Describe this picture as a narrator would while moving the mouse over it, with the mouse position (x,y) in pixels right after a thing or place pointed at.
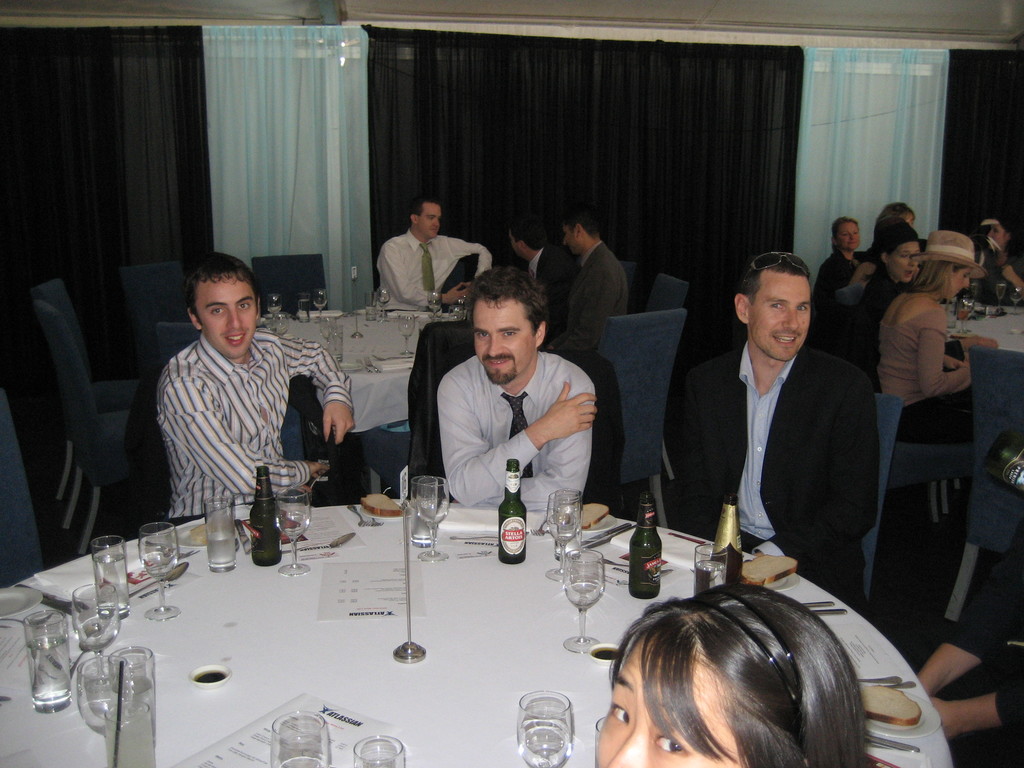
In this picture we can see a group of people (195,322) sitting on chairs (946,454) and in front of them there is table (203,563) and on table (424,689) we can see glasses (109,680), bottle (272,532), cards (385,598), bread slices (779,565) on plate (790,573), spoon (490,537), knife (612,531) and in background (190,180) we can see curtains (418,160).
